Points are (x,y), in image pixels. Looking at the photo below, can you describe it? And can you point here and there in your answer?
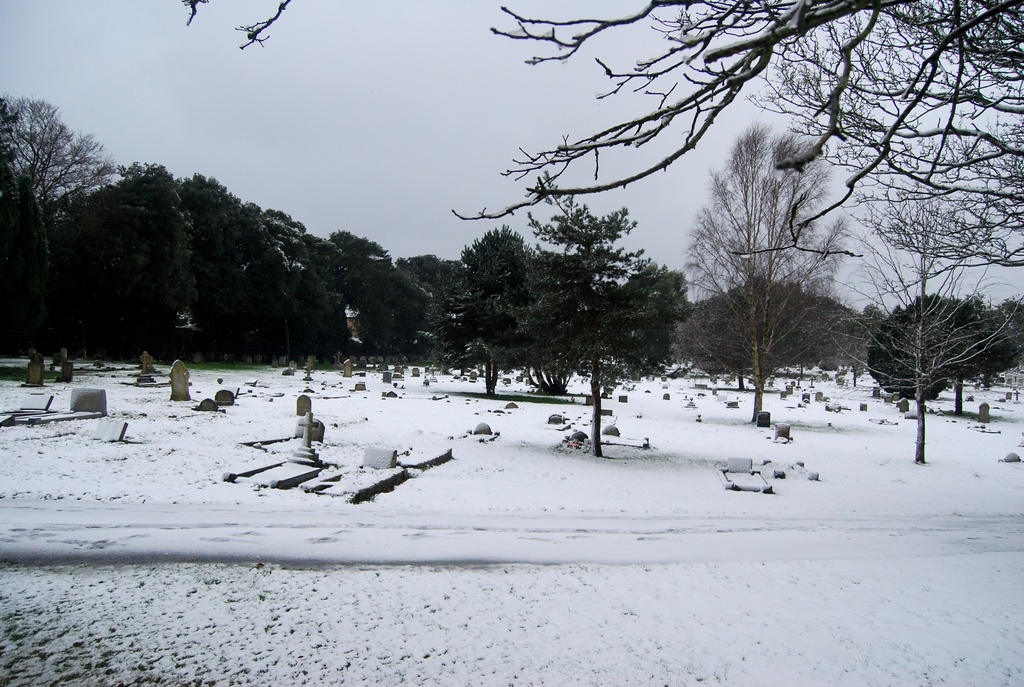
In this picture we can see some objects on snow (778,536) and in the background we can see trees (626,368) and the sky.
